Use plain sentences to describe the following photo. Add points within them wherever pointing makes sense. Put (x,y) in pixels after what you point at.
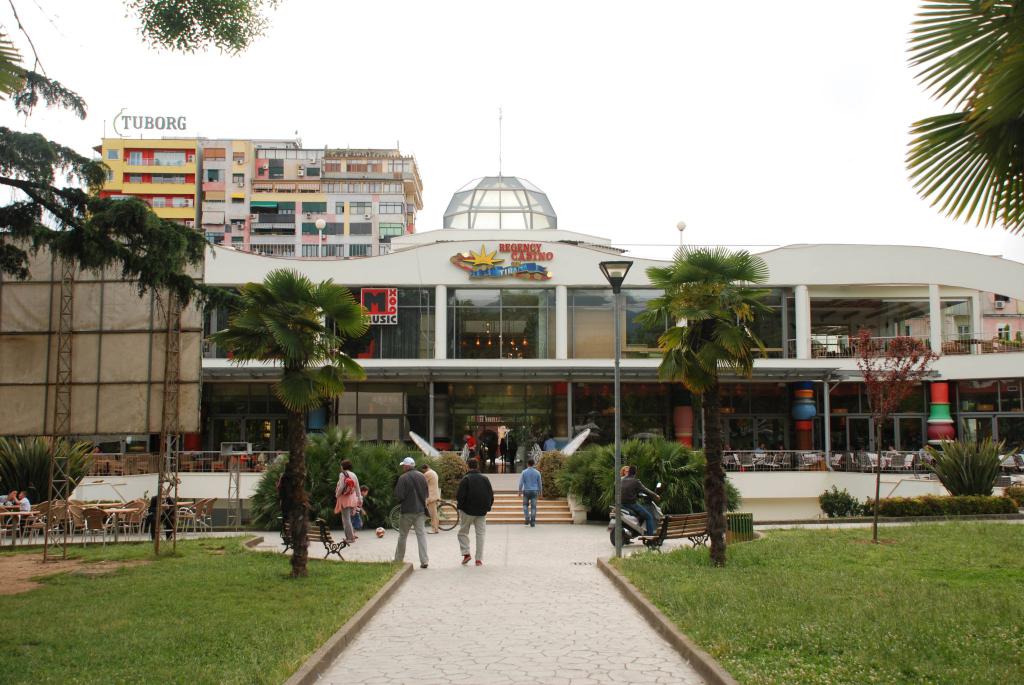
In the image we can see grass (263,669) and plants (982,466) and trees (1000,199). Behind the trees (236,315) there is a building (553,272). In the middle of the image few people (462,538) are standing and walking and riding motor cycle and bicycle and there are some benches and tables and chairs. Top of the image (720,107) there is sky (162,54).
